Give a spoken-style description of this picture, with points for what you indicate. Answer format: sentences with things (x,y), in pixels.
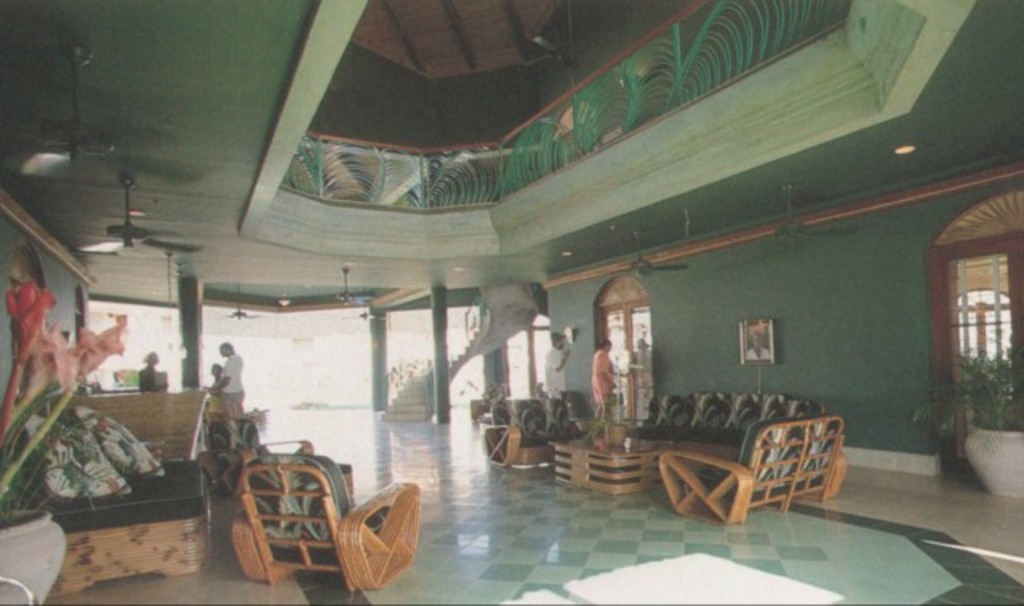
In this image on the right side (706,422) there is one couch (689,423) and one table (609,462) and on the table (604,458) there is one flower pot (610,431). On the top corner of the right side (790,219) there are two fans (781,229) and one light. And on the left side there is one flower pot (989,450) and one plant (982,420) and there is one window (980,290) and on the middle of the image (630,352) there is one door (630,352) and there are two persons (593,373) who is standing. In the middle of the image (414,397) there are some stairs (470,332). On the left side (279,534) there is one chair (325,517) and there is one flower pot (33,542) and plant (50,386), there are two pillows (100,449) and three persons (220,373) standing and on the right side (901,152) there are two fans (236,317) and one light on the top of the left corner (126,238) there are two fans (140,230). On the right side (747,361) there is one photo frame (742,350) and on the top of the image (554,61) there is one fan (558,58).
